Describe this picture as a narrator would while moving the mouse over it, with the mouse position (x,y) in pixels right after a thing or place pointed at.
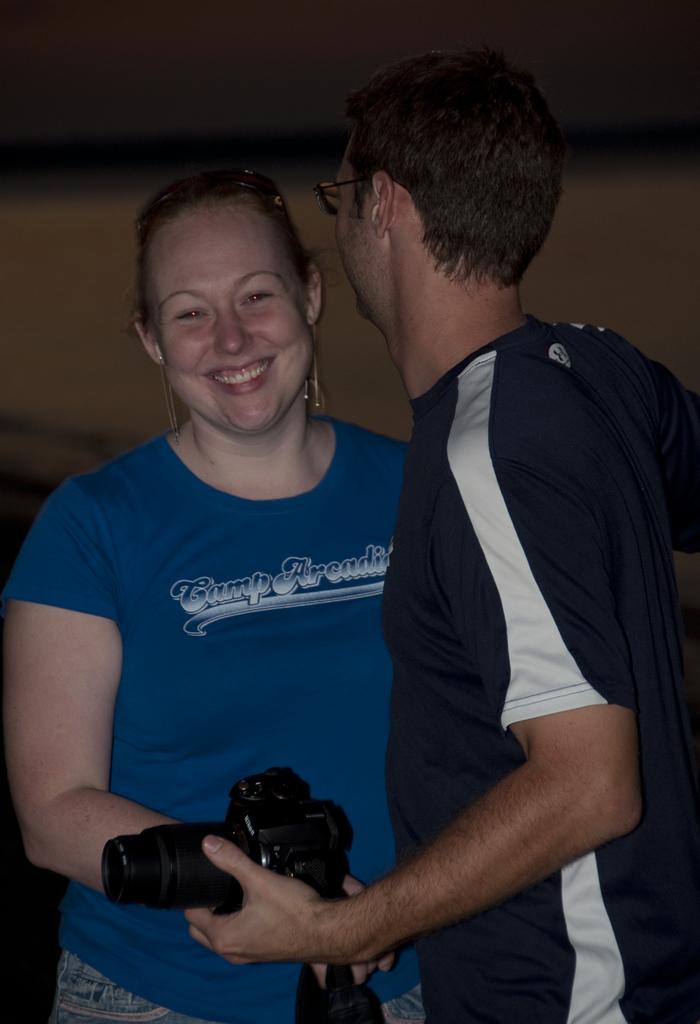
In the center (347,447) we can see two persons (475,420) were standing. The man (485,761) he is holding camera (340,862) and the woman (338,618) she is smiling.
